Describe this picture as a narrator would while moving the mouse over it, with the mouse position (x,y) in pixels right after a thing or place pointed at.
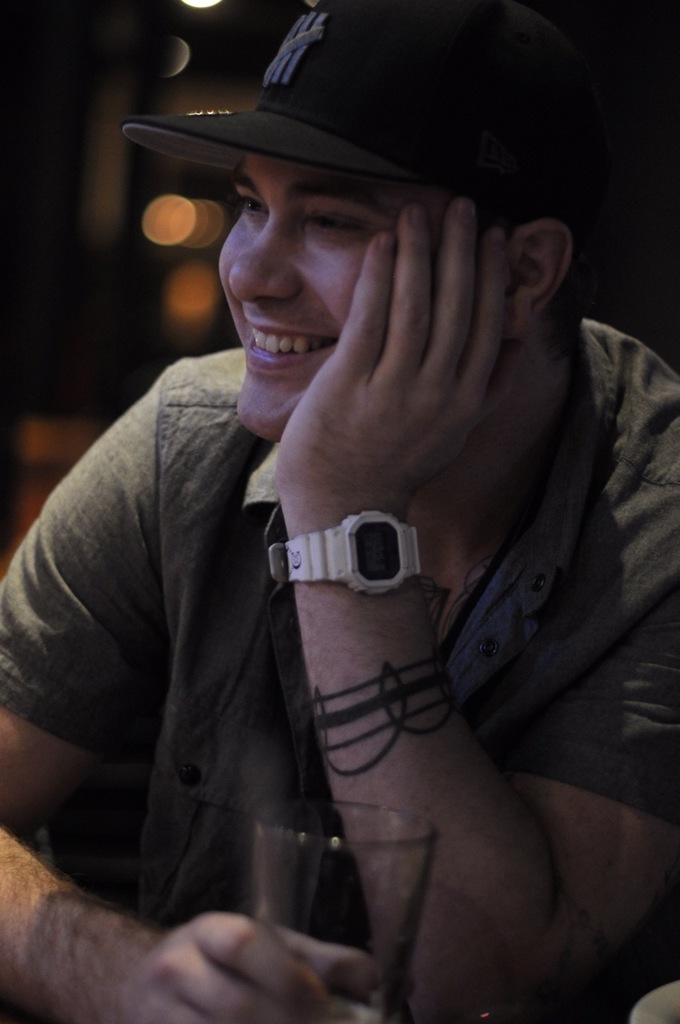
In this picture we can see a man (409,307), he wore a cap (541,54) and he is smiling, in front of him we can see a glass (255,873).
